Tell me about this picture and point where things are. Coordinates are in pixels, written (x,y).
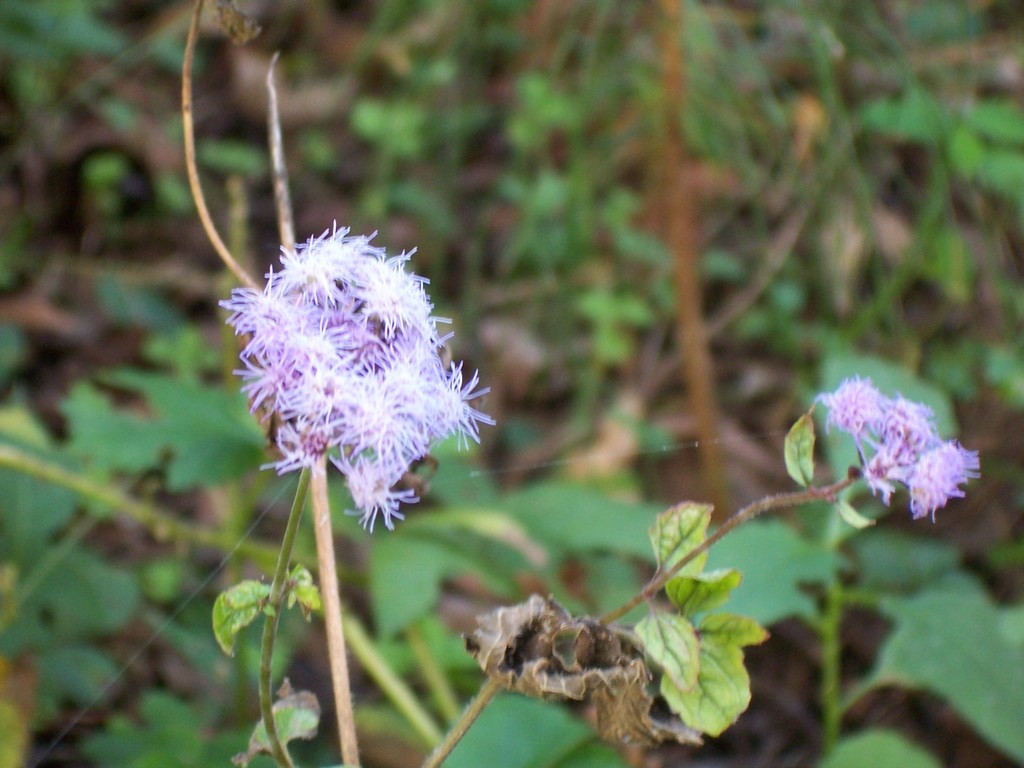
In the foreground of the picture (291,714) we can see flowers (385,375), leaves (726,662) and stems (648,589). In the background (403,238) there is greenery (377,540).
